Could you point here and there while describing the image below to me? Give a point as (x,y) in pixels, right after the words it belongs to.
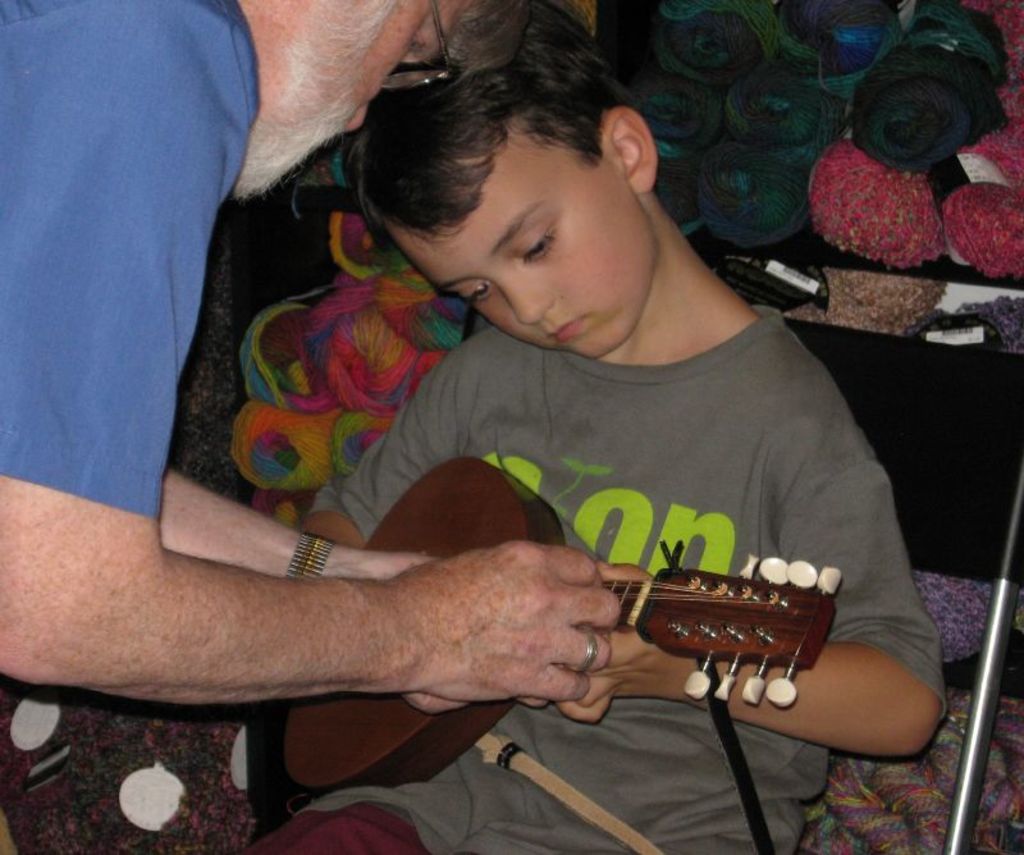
In the image the old man (175,266) is teaching the boy (662,664) how to play the musical instrument (674,612), the boy (668,768) is holding his instrument (717,583) with the hands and the man (514,596) is playing the strings (617,593) of the instrument (680,596).
